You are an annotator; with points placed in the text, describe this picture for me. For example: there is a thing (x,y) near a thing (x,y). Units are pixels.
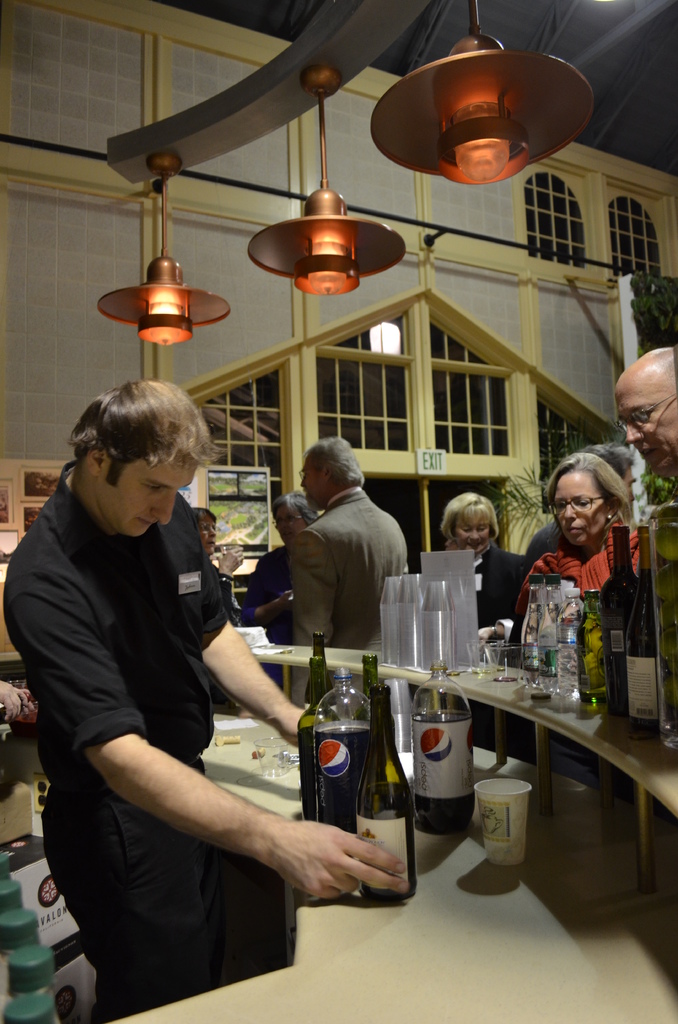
In this image there are group (634,564) of people standing behind the table (339,657) and there is a person (120,539) standing at the table (465,864) and holding bottles (392,743). There are bottles (307,754), glasses (420,610) on the table (539,987). At the top (367,223) there are lights (348,232). At the back (41,895) there are boxes (60,965) and there are frames (44,498) on the wall (114,356). At the back (496,501) there is a door (421,501) and plant (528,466).
